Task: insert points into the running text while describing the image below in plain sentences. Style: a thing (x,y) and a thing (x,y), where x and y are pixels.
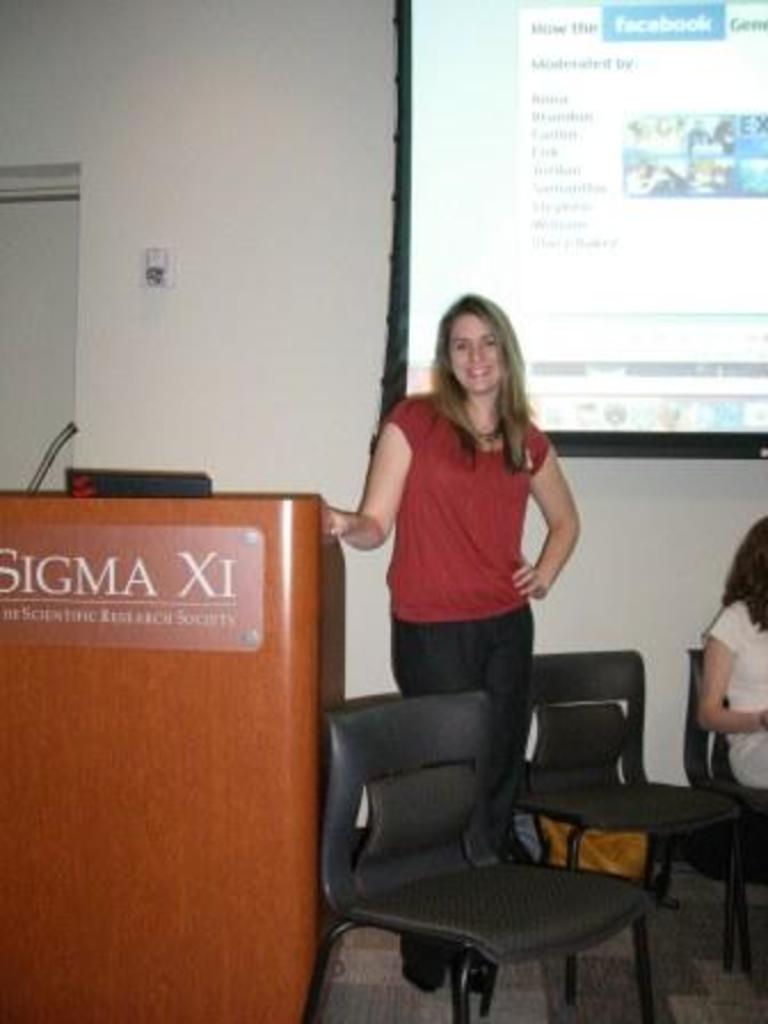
As we can see in the image there is a white color wall (297,164), screen (554,133), two persons (564,501) and three chairs (516,881).
